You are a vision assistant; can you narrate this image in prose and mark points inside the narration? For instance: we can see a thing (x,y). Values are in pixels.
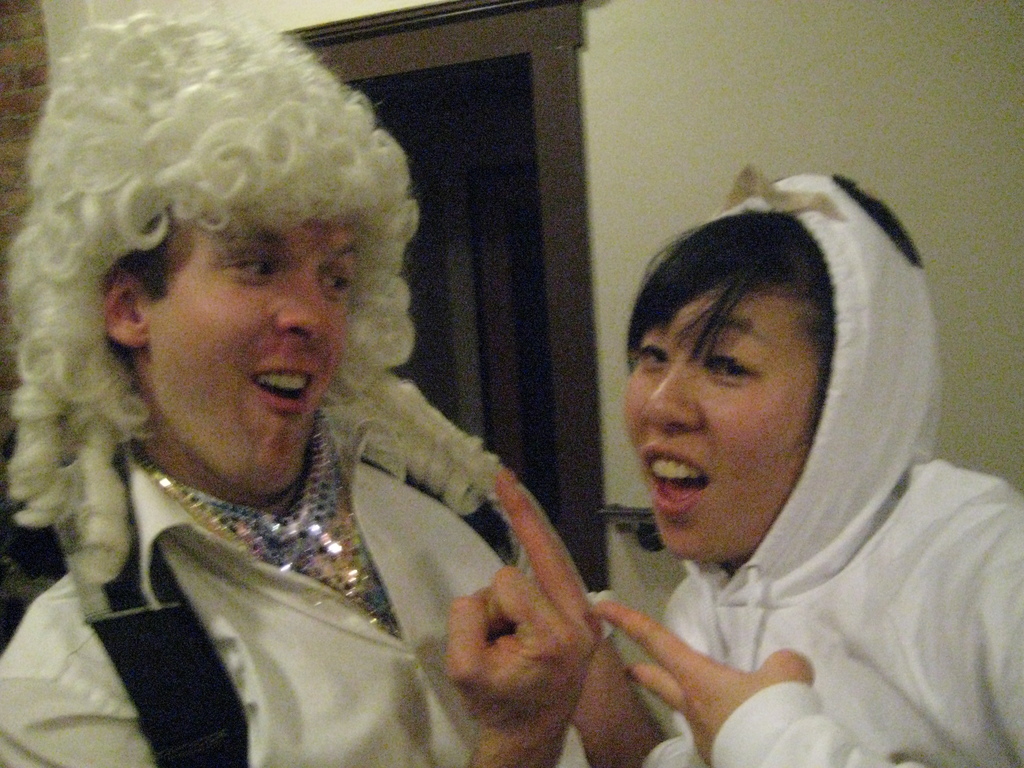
In this image we can see a man (553,696) and a lady (668,542) standing. In the background (604,104) there is a wall (723,71) and a door (476,314).
